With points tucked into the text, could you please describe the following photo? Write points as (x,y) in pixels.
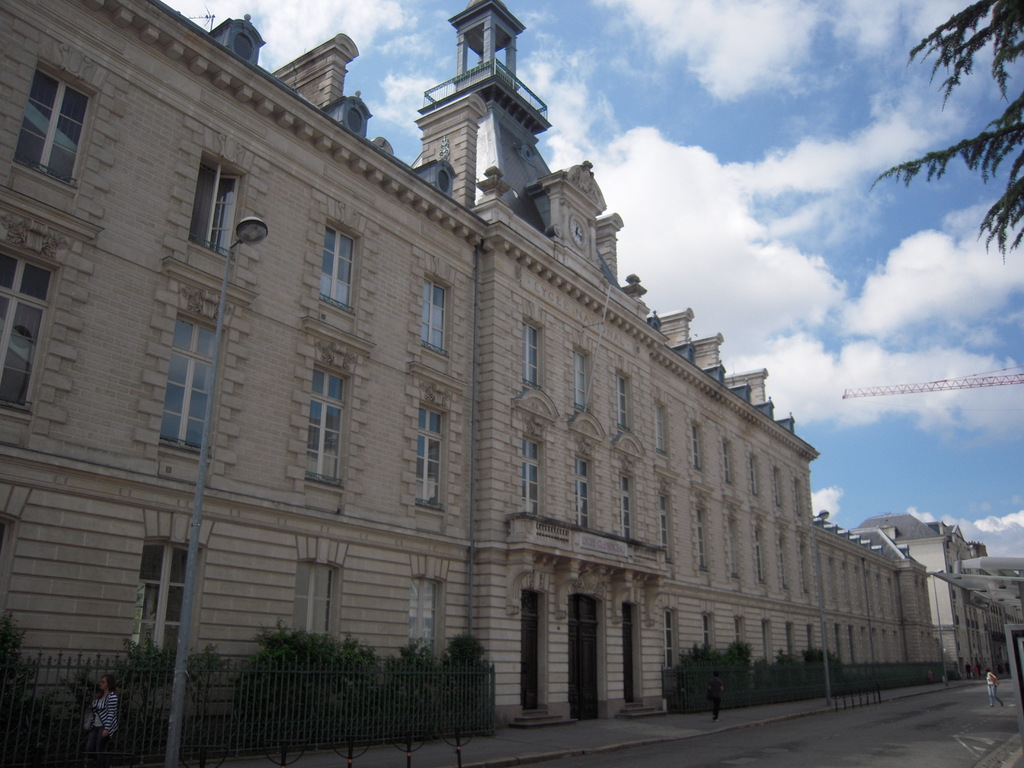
In this image on the left (284,414), there are buildings (561,546), windows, plants (409,655), street lights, pillars (547,663), wall (407,568). On the right (998,690) there are trees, person (993,683), road (906,716), sky (879,300) and clouds (918,306).
